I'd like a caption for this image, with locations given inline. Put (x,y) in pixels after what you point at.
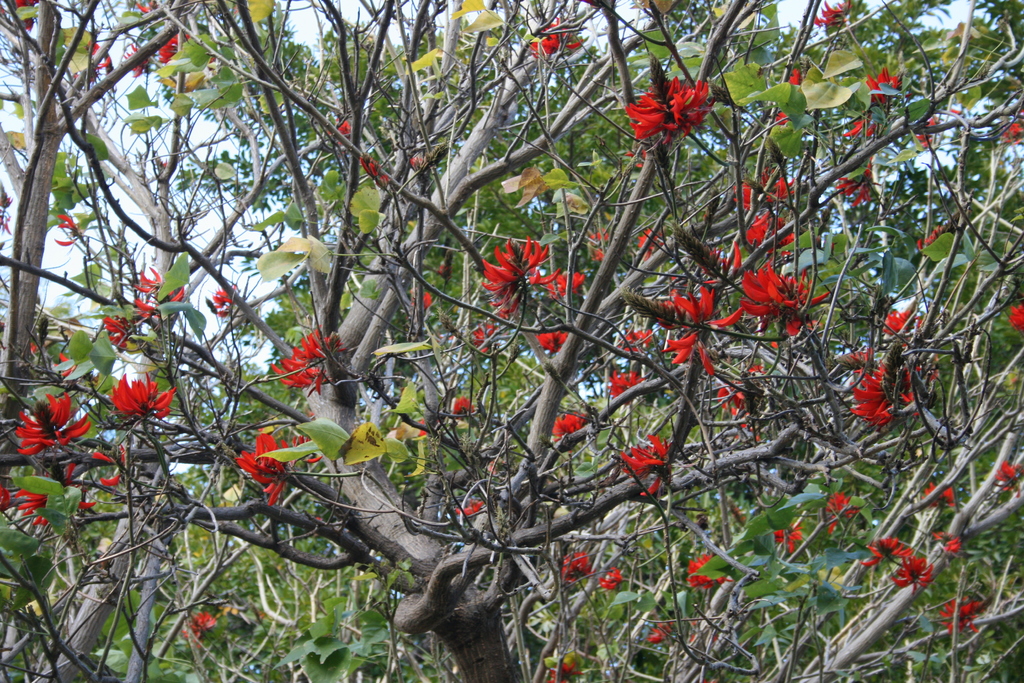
In the image we can see this is a tree (526,337) and a white sky (315,22). On the tree (437,384) there are flowers (634,457), red in color.
